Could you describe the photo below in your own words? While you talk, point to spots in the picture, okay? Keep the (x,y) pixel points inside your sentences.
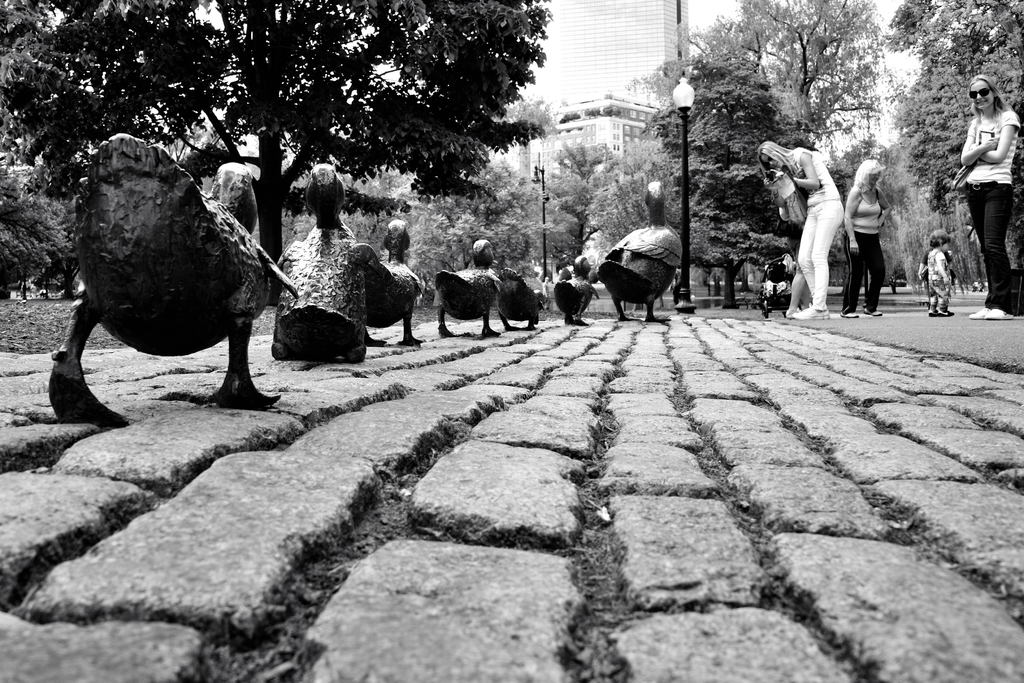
In this picture there are sculptures (634,280) of birds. On the right side of the image (859,263) there are group of people (873,249) standing on the road (916,428). At the back (747,254) there are buildings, trees (771,19) and poles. At the top (879,14) there is sky (704,18). At the bottom (515,507) there is a road (966,350) and there is grass (22,314).
